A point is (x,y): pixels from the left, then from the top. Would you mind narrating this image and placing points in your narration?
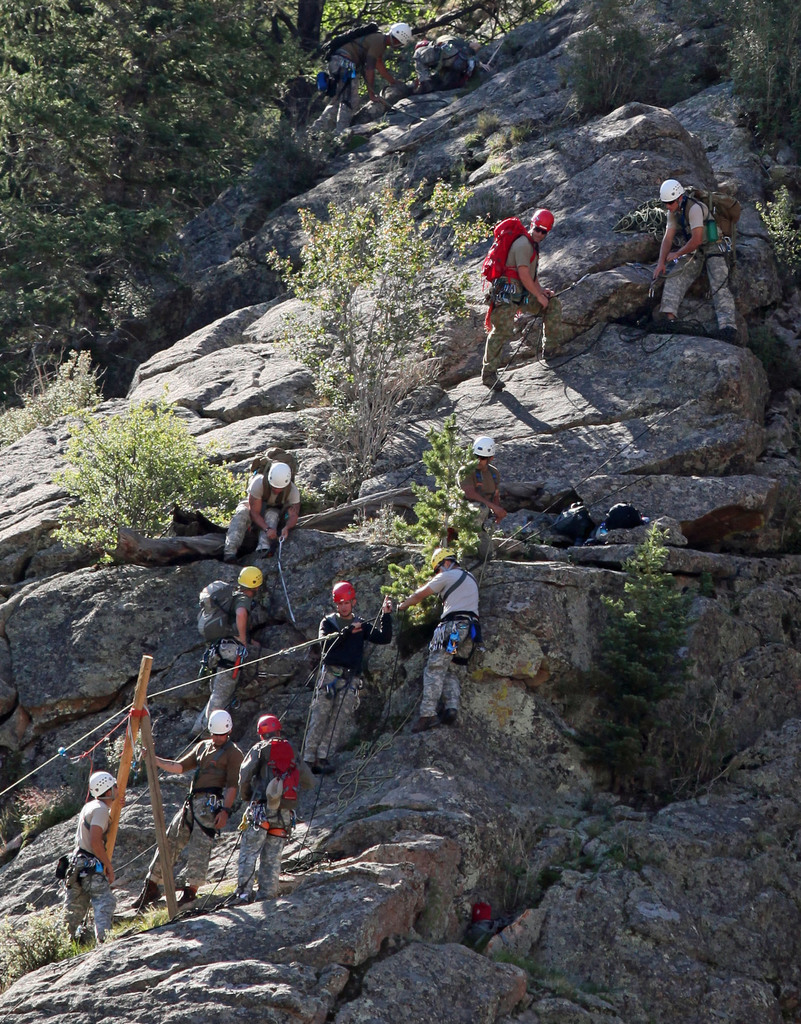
There are people (223,693) wore helmets (278,468). We can see bags (198,622), wooden poles (123,776), rope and rock (171,782). We can see plants (454,245) and trees (154,41).
